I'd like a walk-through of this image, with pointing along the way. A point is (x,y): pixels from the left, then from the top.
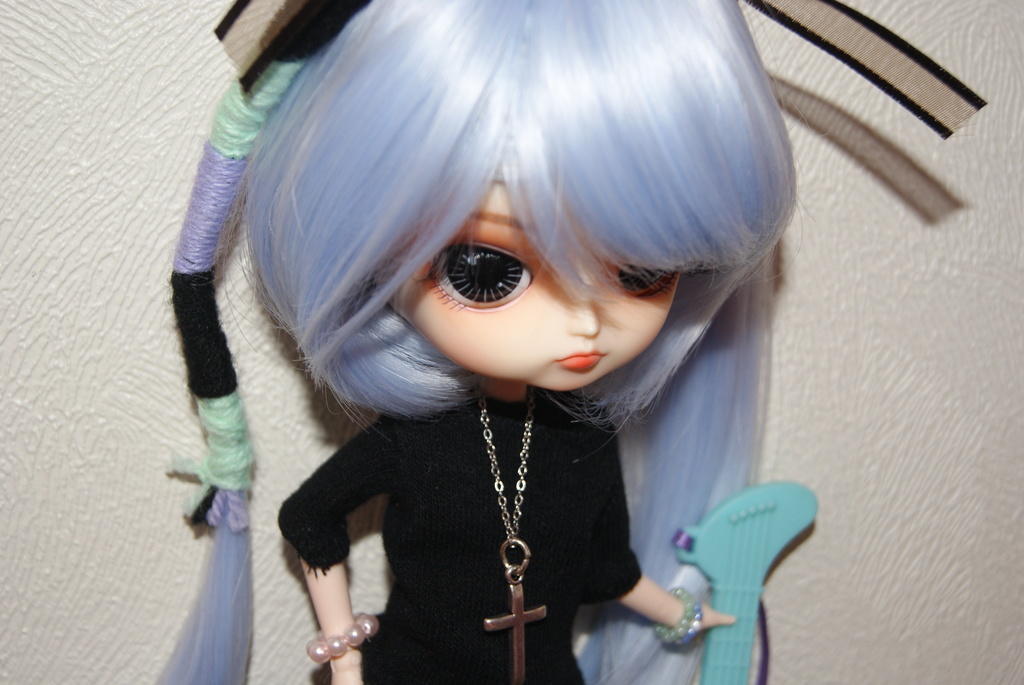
In the image we can see a doll (433,337) wearing clothes (343,488) and bracelet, this is a chain (492,454) and a cross mark (522,656), and the doll (627,533) is holding an object (704,562) in hand (706,620).
